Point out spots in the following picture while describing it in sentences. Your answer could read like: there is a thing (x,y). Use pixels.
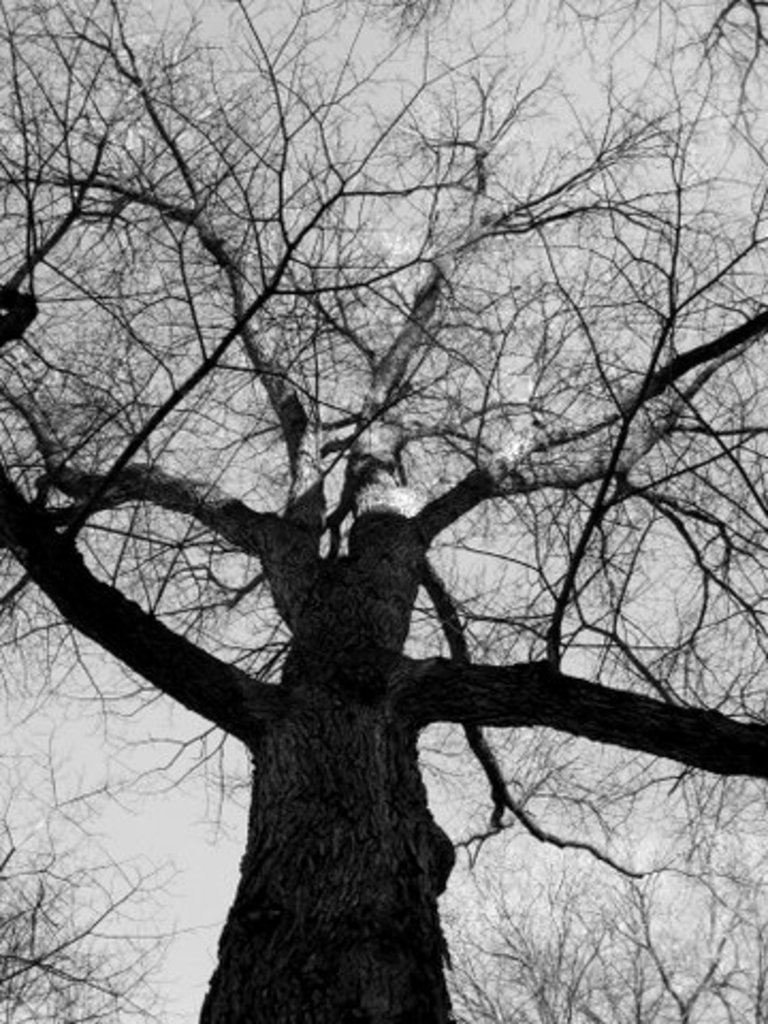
In the foreground of this picture (381,639), there is a tree (381,662) without leaves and on the top (544,67) we can see the sky (539,55).
